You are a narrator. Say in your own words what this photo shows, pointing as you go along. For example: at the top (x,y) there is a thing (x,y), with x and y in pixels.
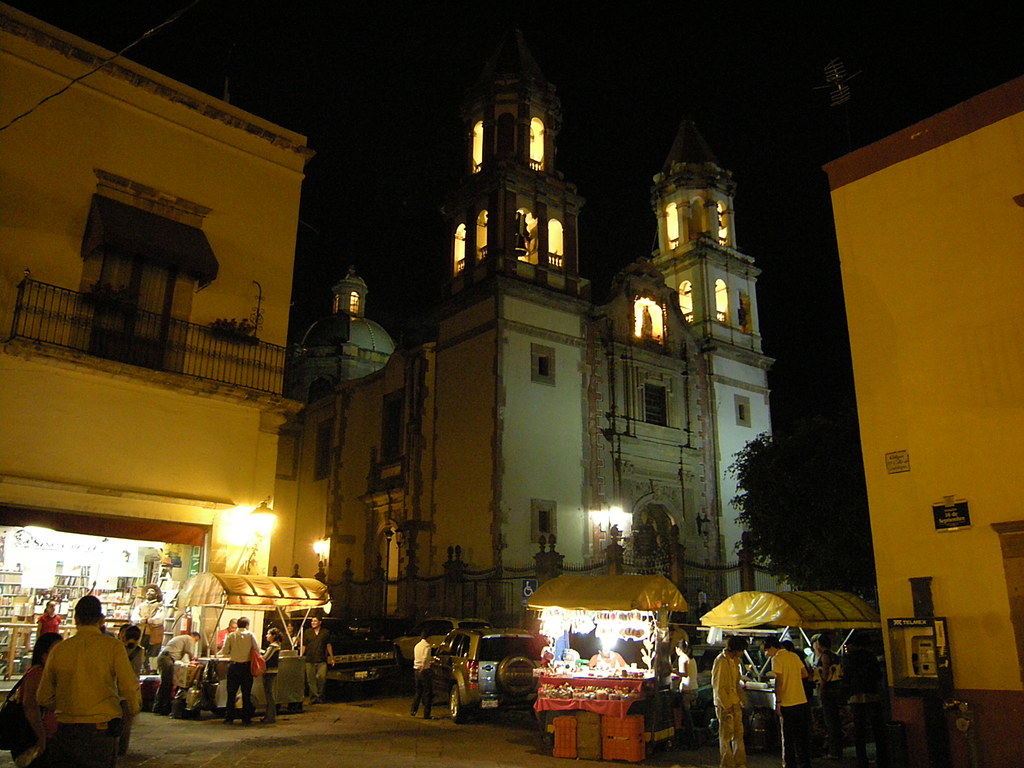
In this image in the center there are vehicles (406,658), there are persons (91,679) standing and in the background (359,584) there are buildings (406,415) and there is a tree (832,501) on the right side (831,500).
